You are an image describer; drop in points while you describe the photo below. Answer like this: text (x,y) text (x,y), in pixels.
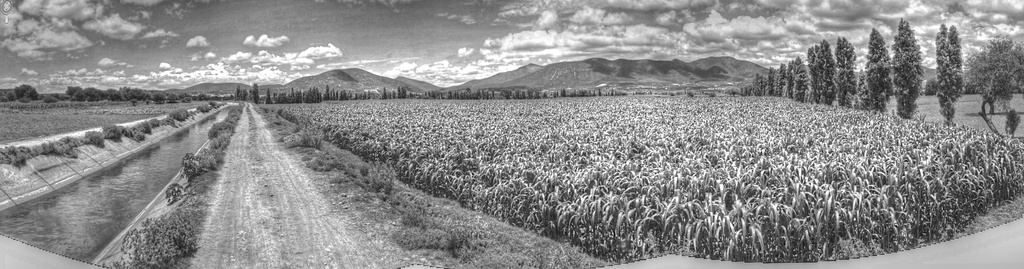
This picture might be taken from outside of the city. In this image, on the right side (908,52), we can see some trees (999,91). On the left side (172,149), we can see some plants (118,135) and water (105,207) in a canal (90,187). In the middle of the image (554,147), we can see some plants (403,109). In the background (328,81), we can see some trees (517,94), rocks (678,81). At the top (470,60), we can see a sky (403,33), at the bottom (287,207) there is a land (336,203) with some stones (336,203).
